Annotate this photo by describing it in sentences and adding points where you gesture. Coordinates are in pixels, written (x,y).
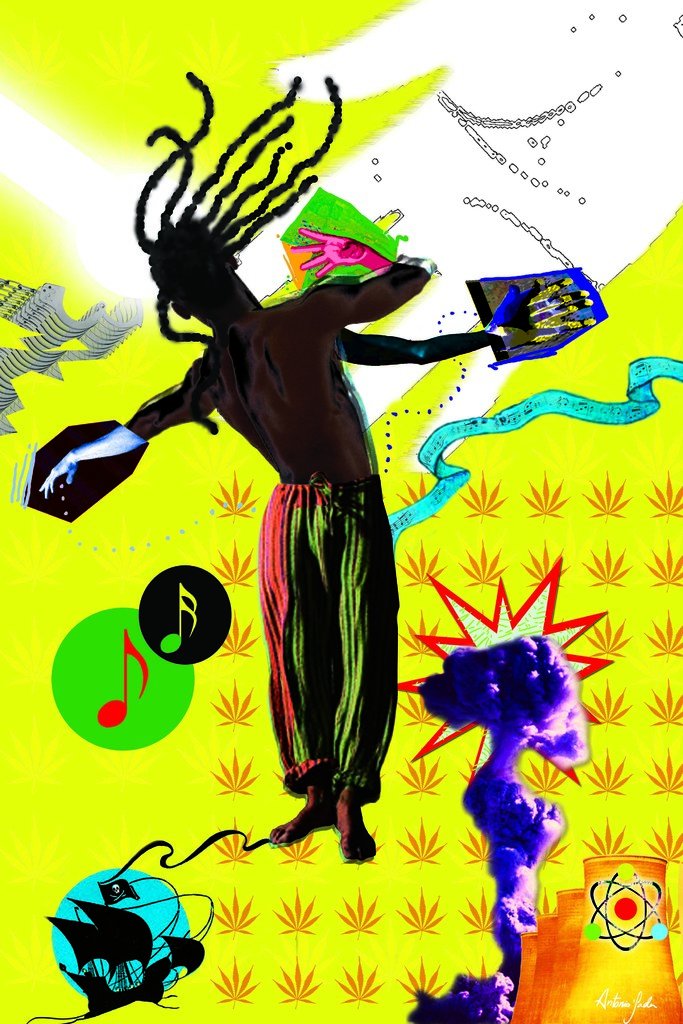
This image is a collage. In this image we can see a person (271,385).
